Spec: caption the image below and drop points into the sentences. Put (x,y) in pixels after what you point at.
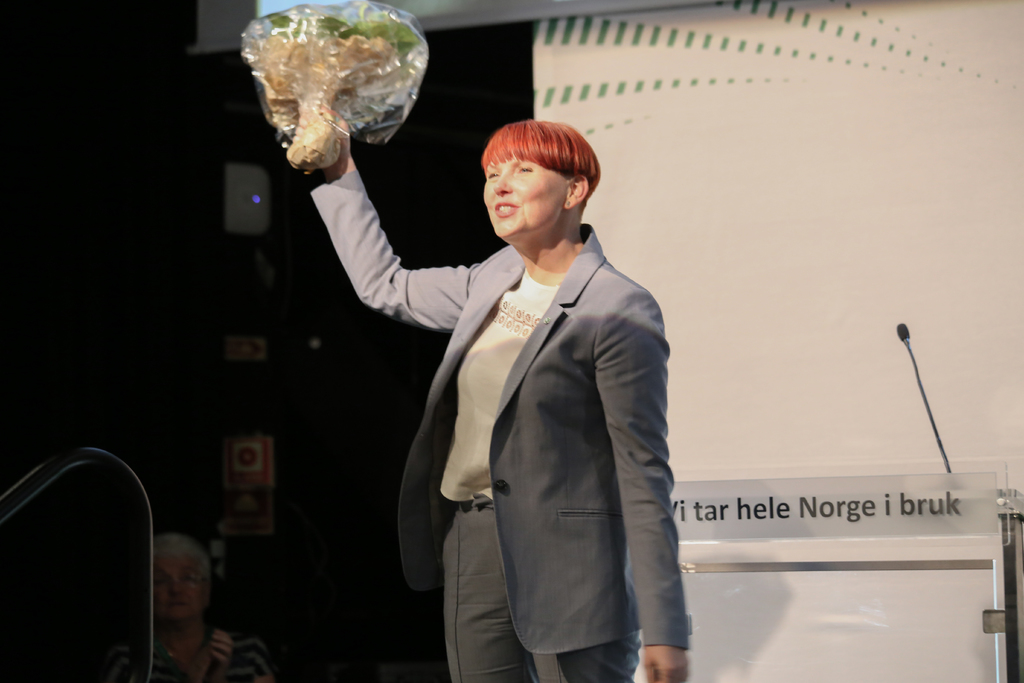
In this image we can see a woman (573,226) is standing and holding a bouquet (345,106) in her hand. In the background (191,531) we can see a person (156,587), board (990,366), text (856,501) written on a paper (845,536) on the glass board (845,536), micro phone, rod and other objects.
